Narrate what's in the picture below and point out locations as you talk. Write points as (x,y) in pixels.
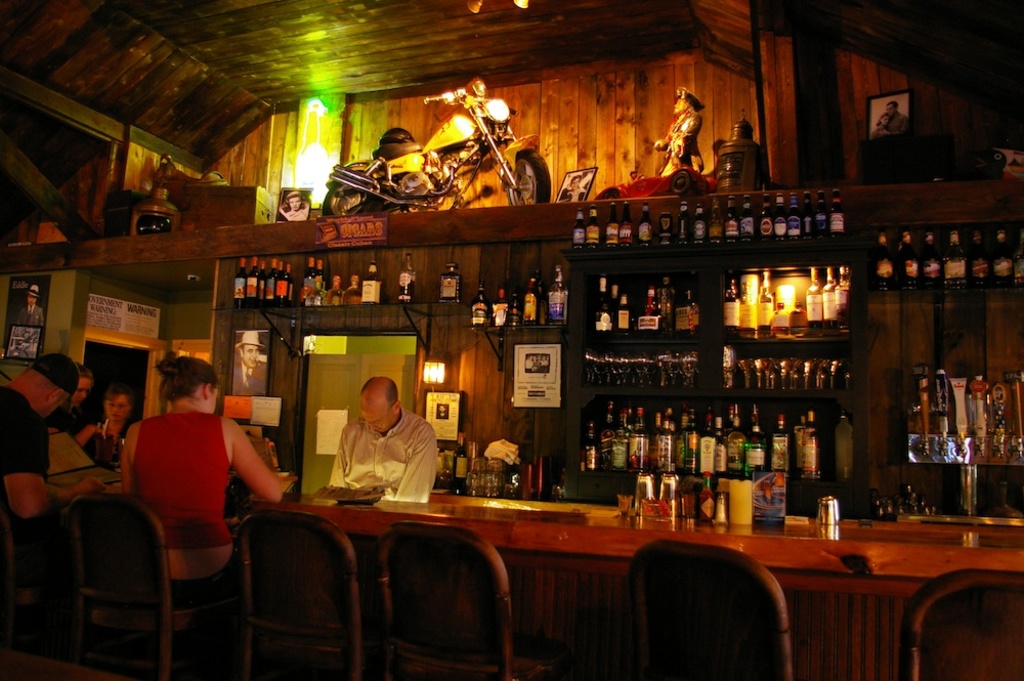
In this picture there are some people (150,471) sitting in the chairs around a table (444,511) on which some bottles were placed. Behind this people (393,442) there are some bottles (650,325) placed in the shelves (631,298). Above the shelves (706,276) there is a bike (436,158) and some lights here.
